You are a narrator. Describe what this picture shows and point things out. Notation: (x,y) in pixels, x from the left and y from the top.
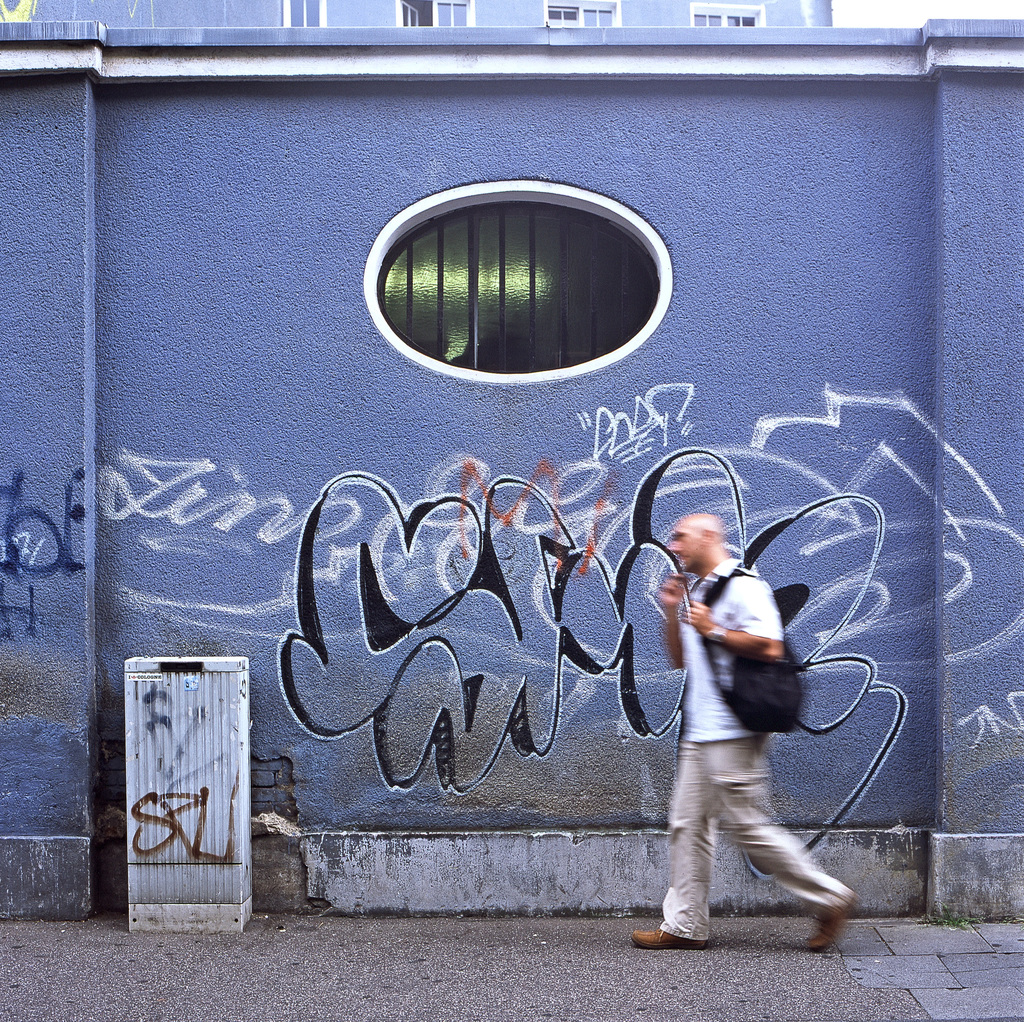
In this image we can see a person (741,812) wearing a backpack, walking on the pavement (602,932), also we can see a metal cabinet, and a wall (341,639) with some graffiti (417,508), also we can see a building (456,18), and windows (750,25).
